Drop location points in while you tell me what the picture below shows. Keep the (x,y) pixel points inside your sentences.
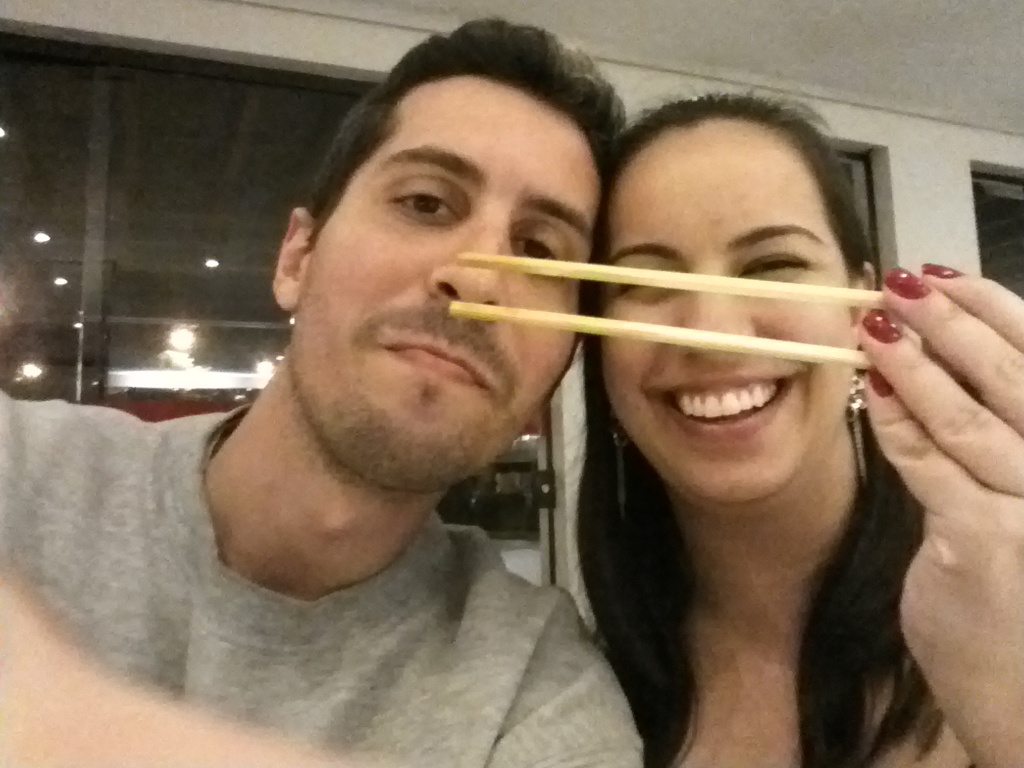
In this image, In the left side (57,558) there is a man (180,495), In the right side (805,754) there is a woman (1002,637) she is holding two sticks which are in yellow color, In the background (209,140) there is a white color wall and there is a glass window (229,141).
